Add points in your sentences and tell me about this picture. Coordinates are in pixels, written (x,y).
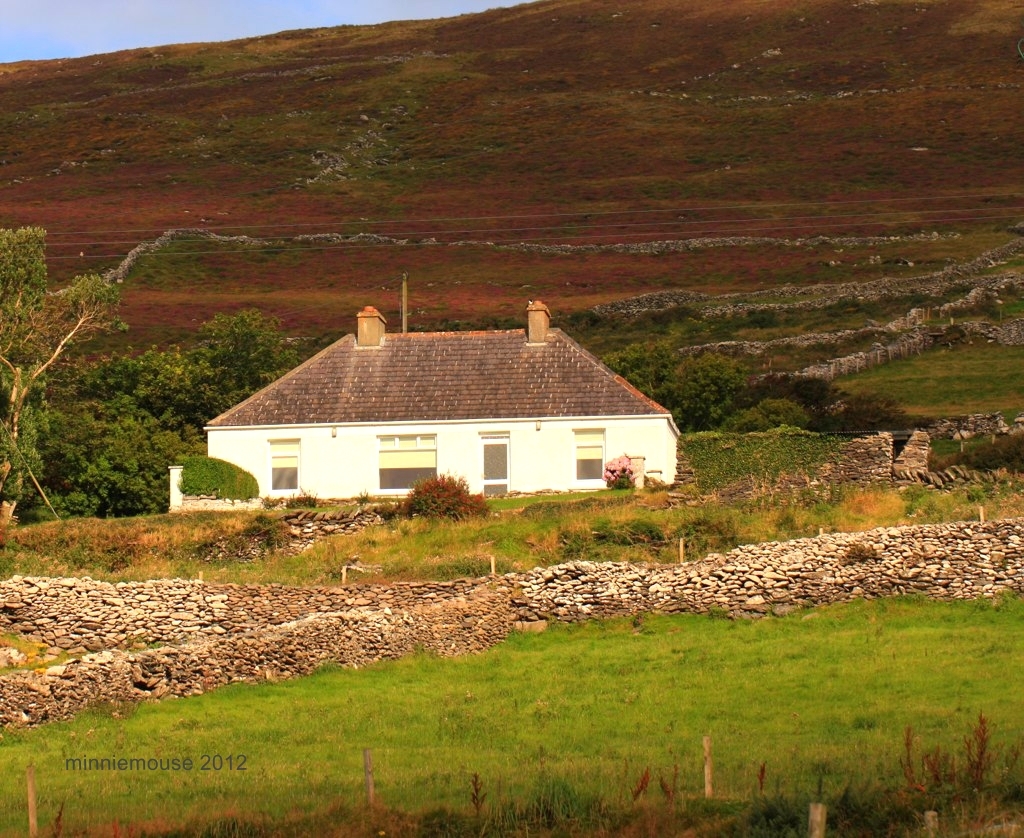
In this image there are fields (432,675) and rock walls (99,635), in the background (449,346) there is a house (440,387), trees (640,381) and a mountain (664,107).
